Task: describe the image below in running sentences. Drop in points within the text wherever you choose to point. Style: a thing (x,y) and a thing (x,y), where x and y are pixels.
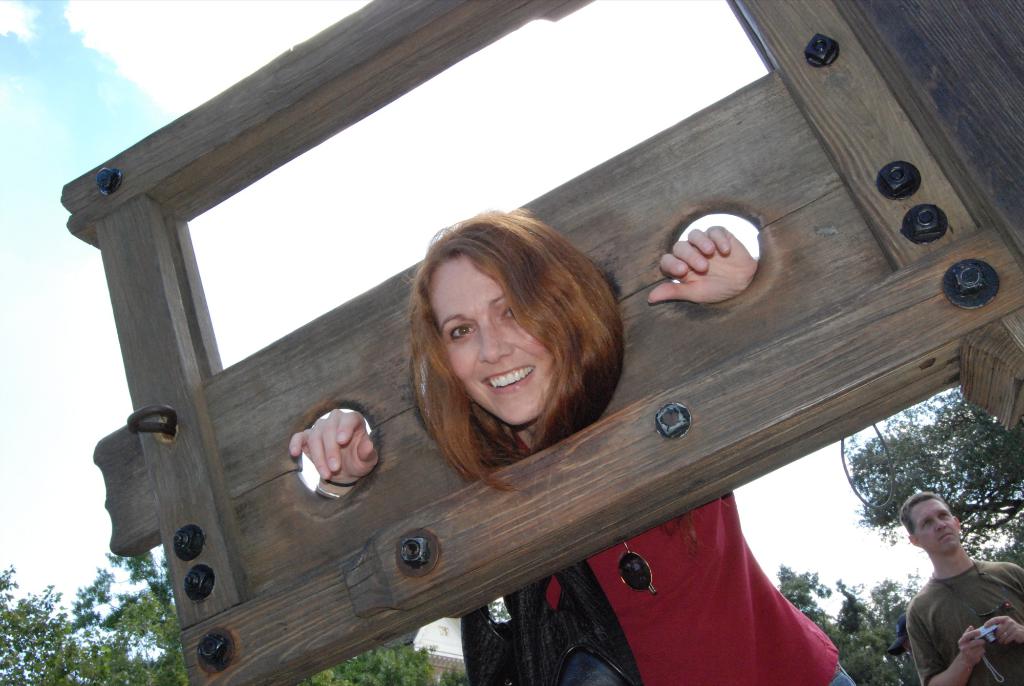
In this image we can see a woman (537,312) smiling and posing for a photo and in front of her there is a wooden board (310,338). We can see a man (983,669) standing and holding a camera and there are some trees (332,680) and the sky (368,128) with clouds (36,571).
